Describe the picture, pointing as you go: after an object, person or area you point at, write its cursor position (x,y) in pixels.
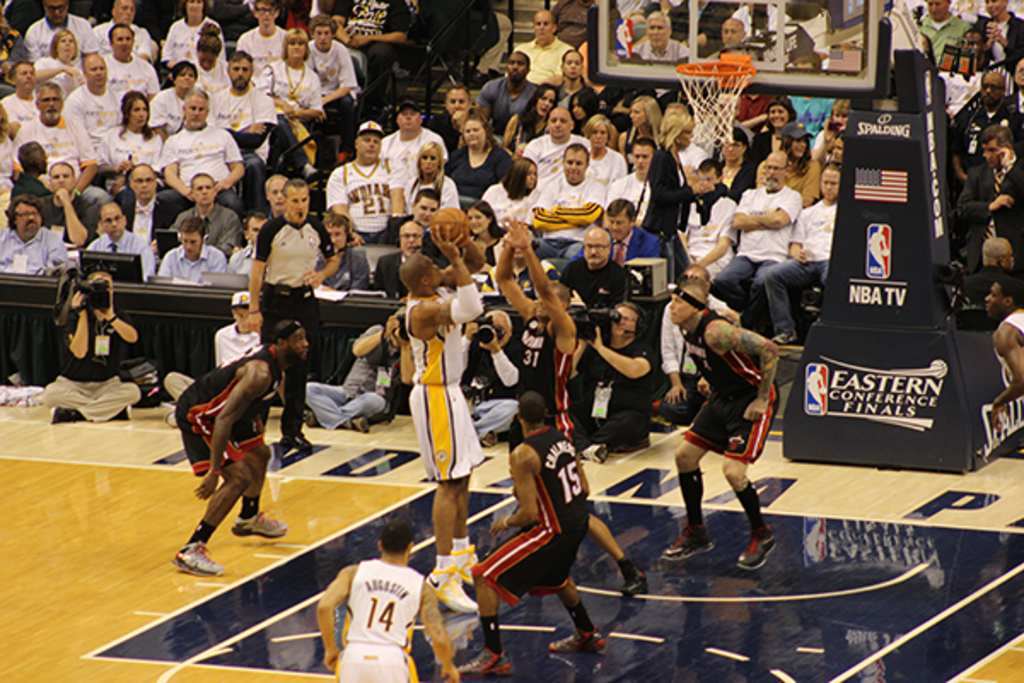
On the right side of the image (746,198) we can see some people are wearing the same type of dress (133,149) and watching the basketball match and one person (69,376) is capturing the game in camera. In the middle of the image (528,319) we can see some people (442,391) are playing basketball. On the left side of the image (135,206) we can see some persons (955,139) are watching basketball match.
